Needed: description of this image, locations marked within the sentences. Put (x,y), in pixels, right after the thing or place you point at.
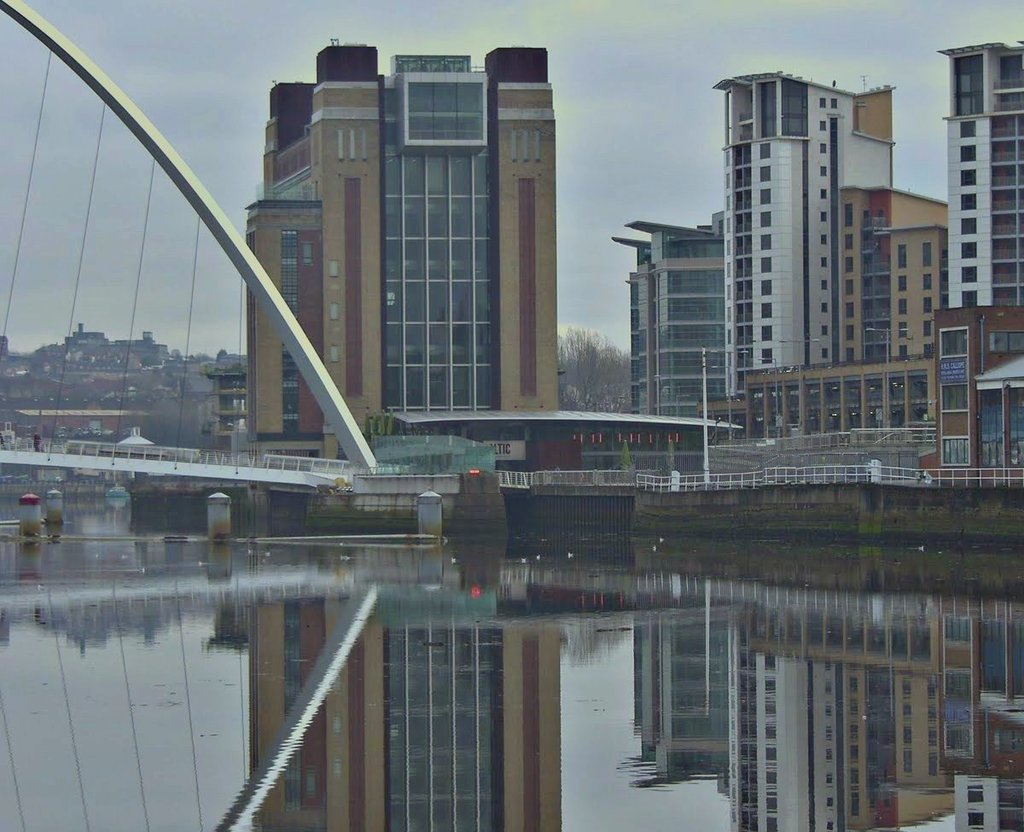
In this image there is a bridge (222,465) over the water (395,564), a few buildings (440,469), a pole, a fence (728,485) and the sky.
